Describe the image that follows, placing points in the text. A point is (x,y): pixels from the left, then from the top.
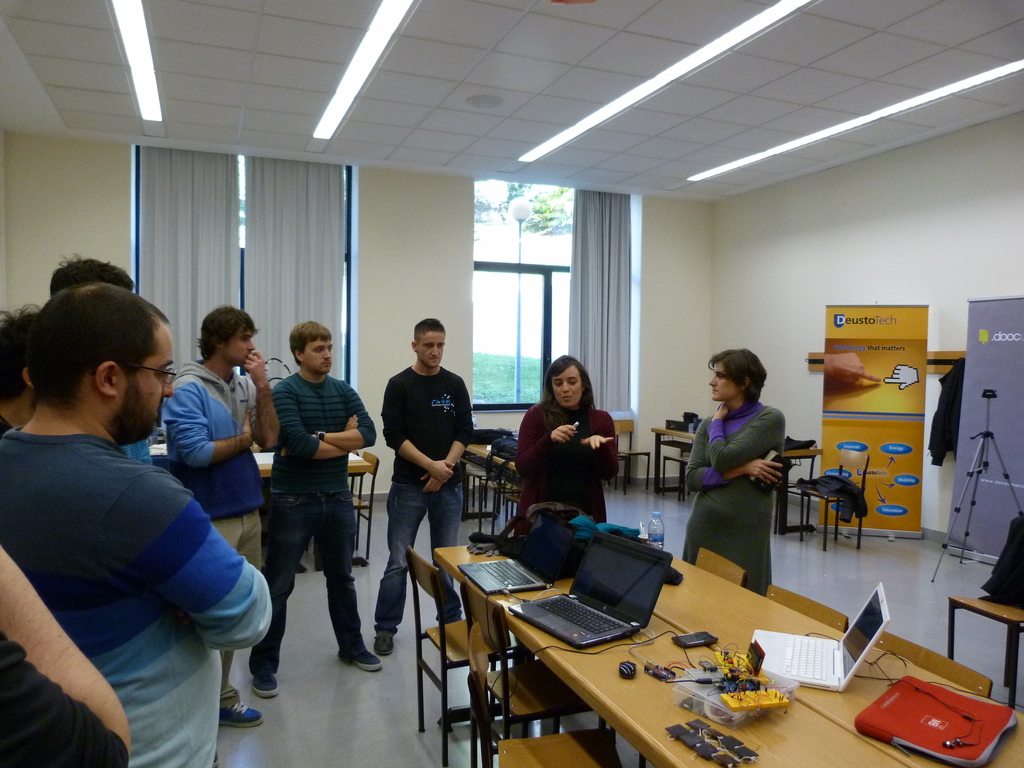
In the picture we can see some people (534,450) are standing near the table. On the table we can find some laptops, and some electronic items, in the background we can see a window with a curtain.
